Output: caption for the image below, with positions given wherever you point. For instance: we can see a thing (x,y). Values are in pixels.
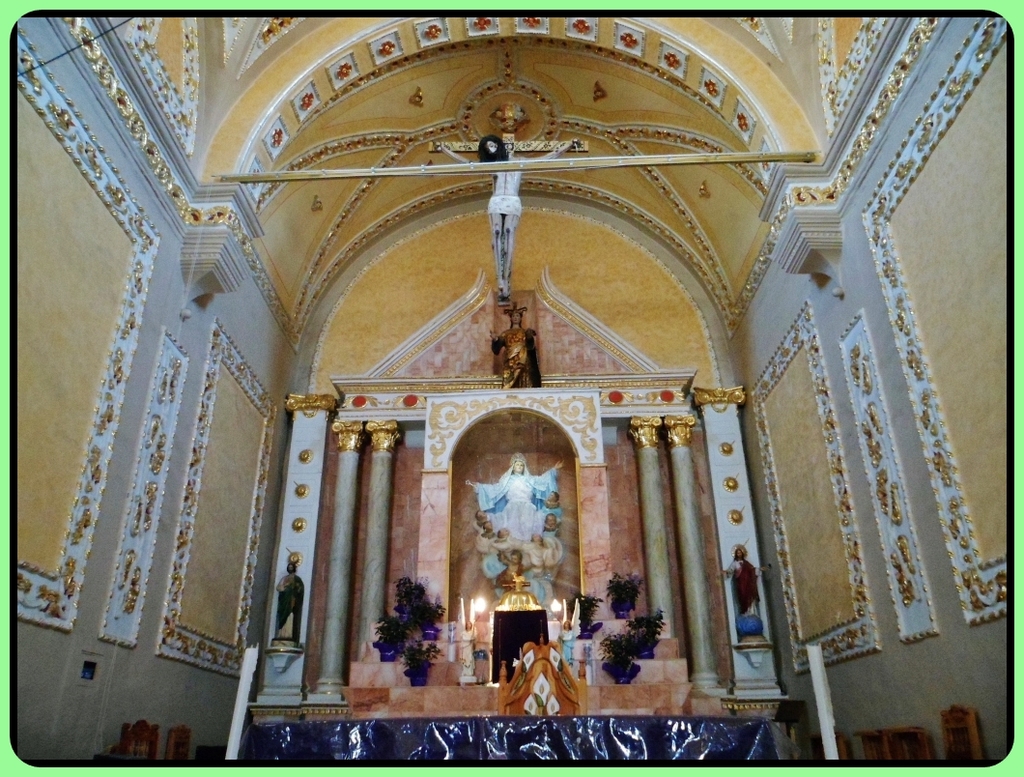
In this image we can see a church (543,601) in which Jesus statues (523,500) are there, some candles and flower pots (628,641) are there.
